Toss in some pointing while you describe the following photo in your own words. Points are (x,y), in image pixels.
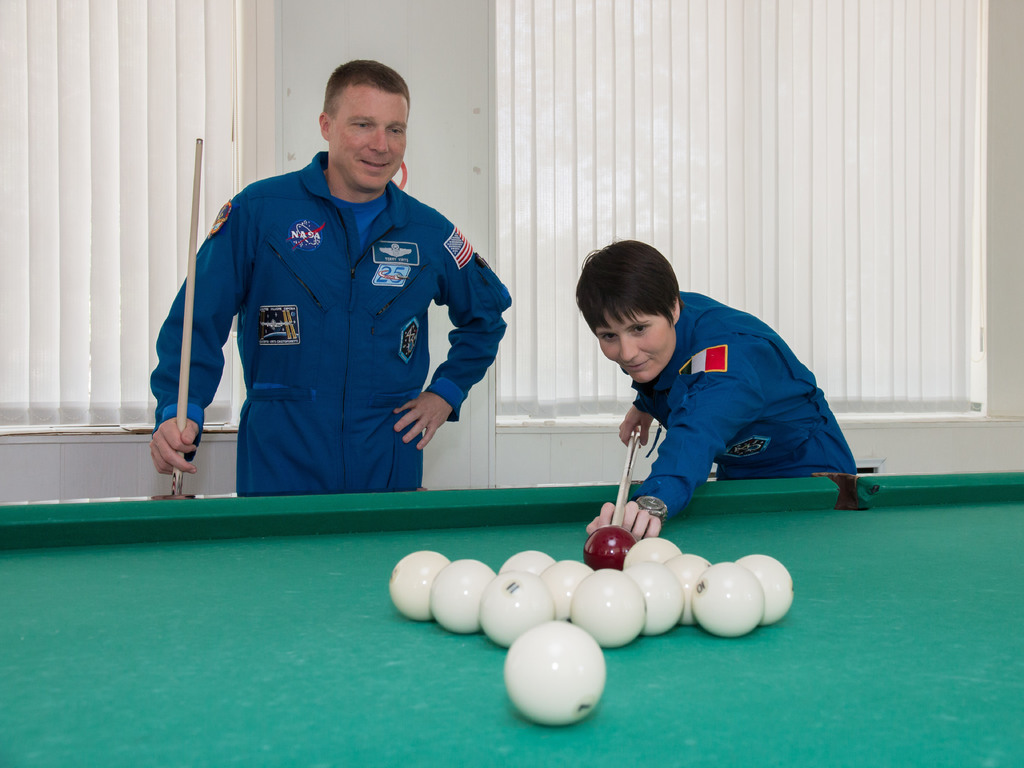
there is a man (239,313) and woman (799,441) in a uniform (811,441) playing snookers on this snooker board (755,678).
